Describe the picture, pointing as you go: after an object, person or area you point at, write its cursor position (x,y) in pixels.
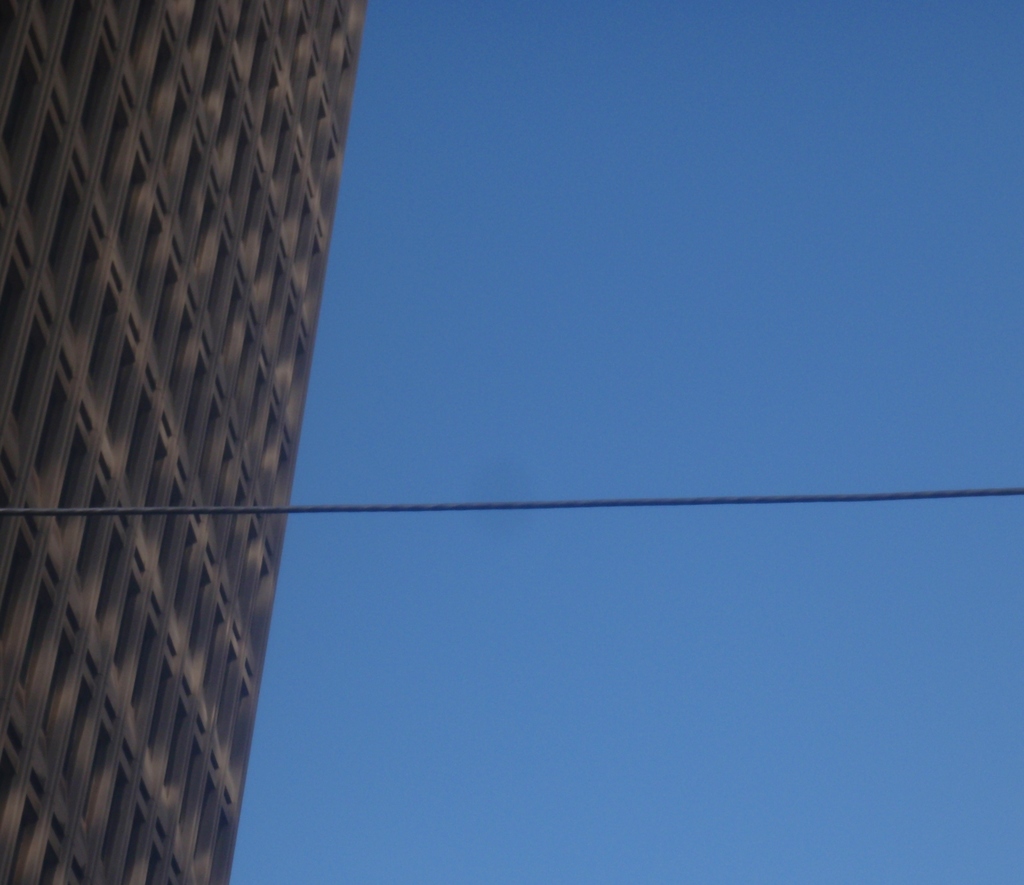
In the image on the left side (180,568) there is a building (162,244) with windows (181,93). And on the right side (776,380) there is sky (708,741). In the middle of the image (520,505) there is a rope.
